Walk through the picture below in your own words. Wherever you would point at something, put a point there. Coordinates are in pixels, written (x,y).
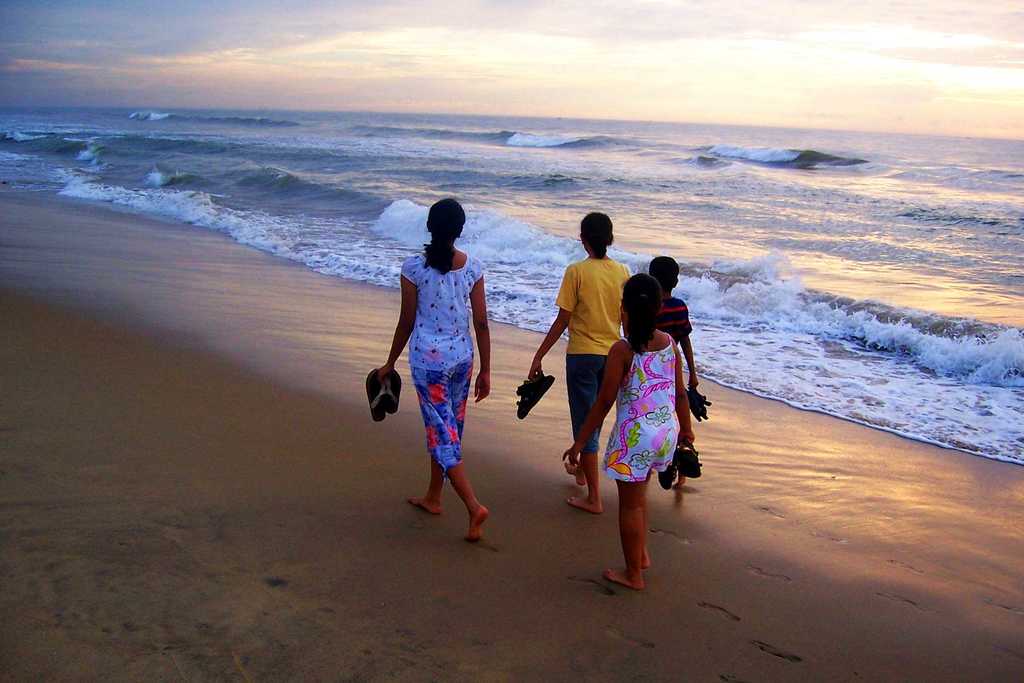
In the image in the center (431,376) we can see four people (654,409) were walking and holding footwear (701,408). In the background (487,120) we can see the sky (491,72), clouds (959,33) and water (800,176).
